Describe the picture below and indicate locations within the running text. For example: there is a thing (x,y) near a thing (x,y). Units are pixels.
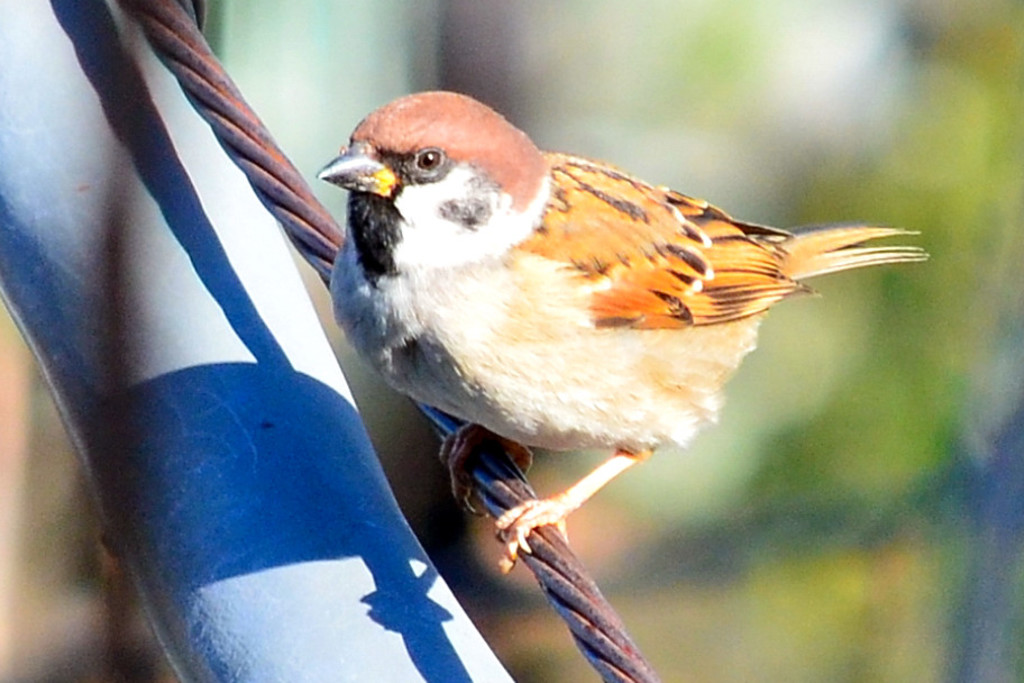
In this image I can see the bird (494,317) which is in cream, brown and black color. It is on the rope (564,583). I can see the white and blue color object (182,440). And there is a blurred background (312,78).
